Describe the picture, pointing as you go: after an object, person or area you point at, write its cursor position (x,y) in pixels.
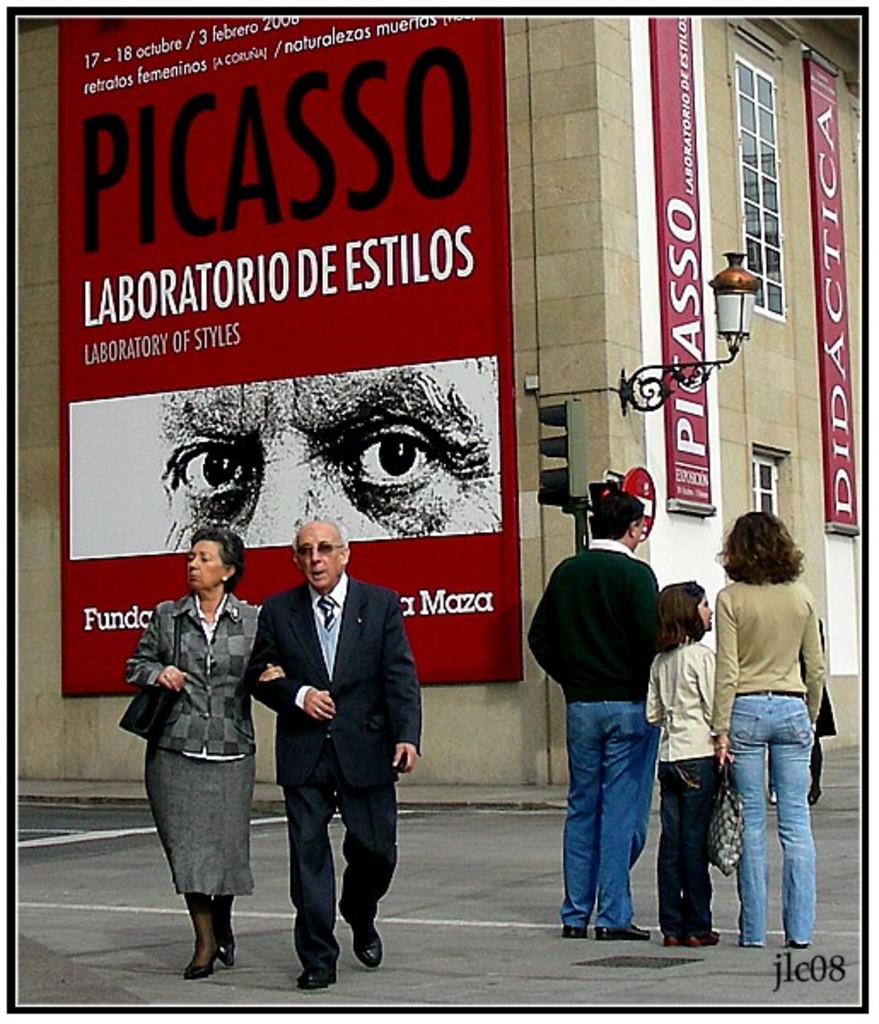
In this picture there are people (811,873) on the road (455,924) and we can see traffic signal (573,424). In the background of the image (793,156) we can see building (549,139), light (713,289) attached to the wall (777,375) and boards (470,468). In the bottom right side of the image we can see text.
